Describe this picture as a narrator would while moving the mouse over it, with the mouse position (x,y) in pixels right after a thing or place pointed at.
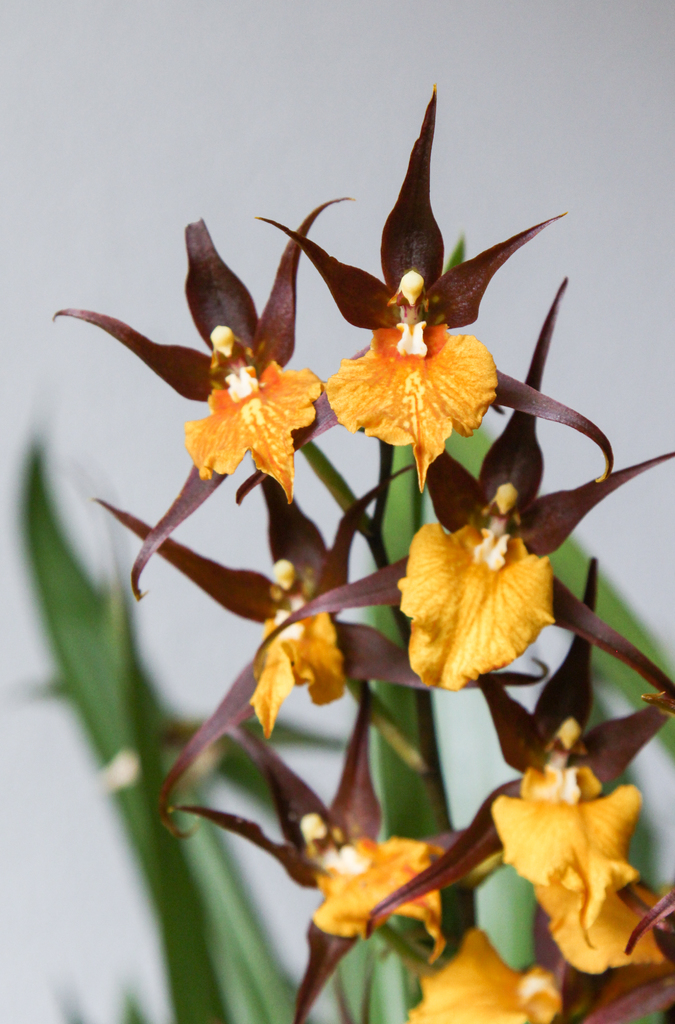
In the image we can see a plant (434,669) and flowers (347,417). The flowers (270,478) are yellow and brown in color, and the background (194,195) is blurred.
